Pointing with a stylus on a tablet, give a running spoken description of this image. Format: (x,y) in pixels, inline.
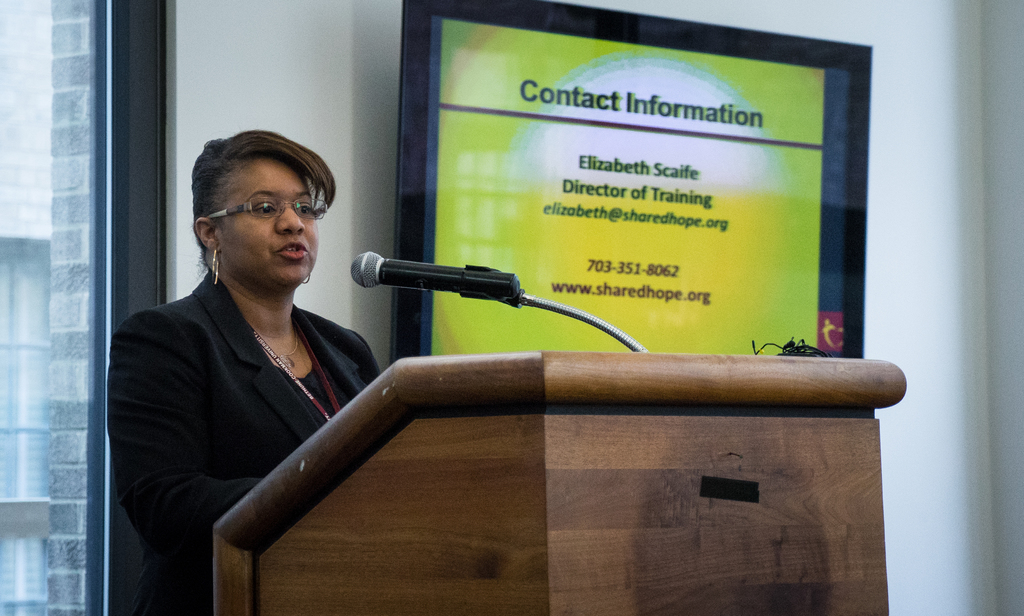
In this image there is a woman (224,380) standing near the podium (407,465) and in front of the mic (369,281). In the background (277,71) there is a wall (290,55) to which there is a board (563,97). On the left side (49,169) there is a glass window (27,215) in the background (46,361).
